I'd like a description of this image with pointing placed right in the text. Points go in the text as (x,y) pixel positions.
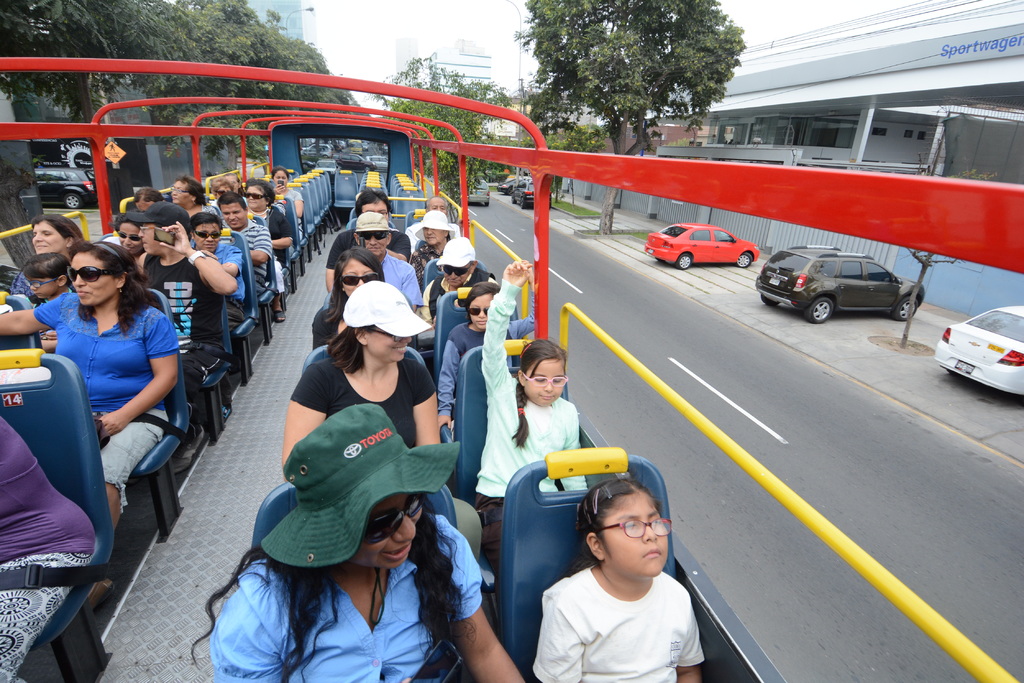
In this image we can see that there are so many people (330,449) sitting in the seats (294,278) in the vehicle (287,358). The vehicle (522,560) is on the road (810,582). On the right side (684,287) there is a footpath (622,217) on which there are few cars (656,241) parked beside the trees (639,119). On the right side (895,86) top it is a building (821,101). In the background (297,15) there are trees (302,61) and buildings (305,36).
